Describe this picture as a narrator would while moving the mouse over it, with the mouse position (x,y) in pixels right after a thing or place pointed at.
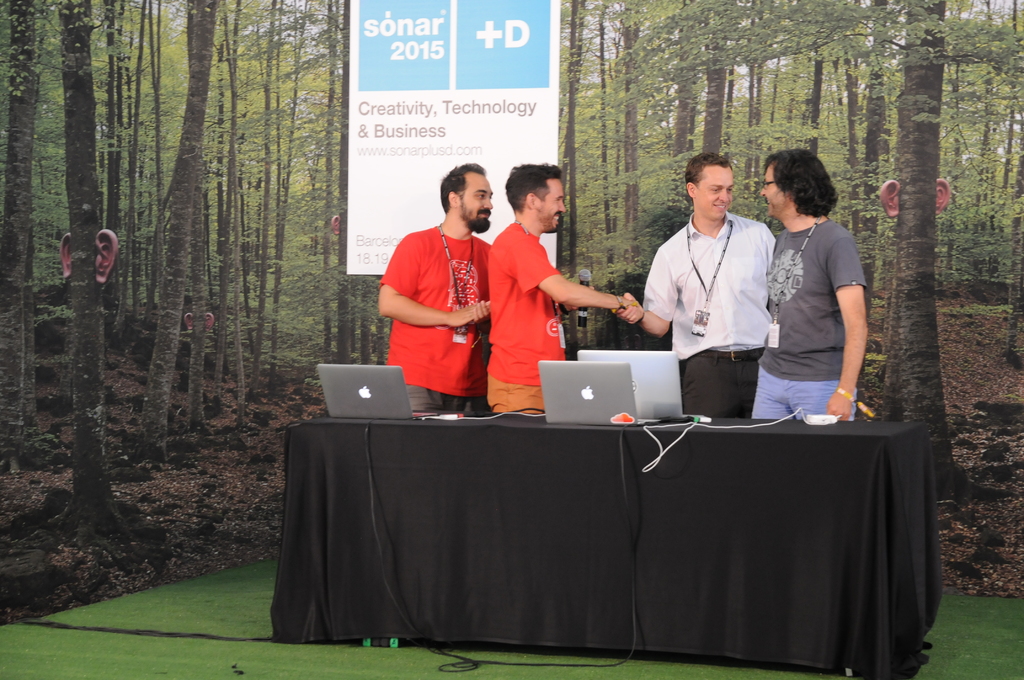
On the background (226,244) we can see a photo frame (639,88) of nature (745,64), forest (910,127). This is a board (489,113). Here we can see four persons (467,285) standing in front of a table (534,428) and on the table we can see laptops (583,394). We can see these two men (652,287) shaking their hands (627,316). This is a wire (429,645). a black cloth (537,583) on a table (578,561).
